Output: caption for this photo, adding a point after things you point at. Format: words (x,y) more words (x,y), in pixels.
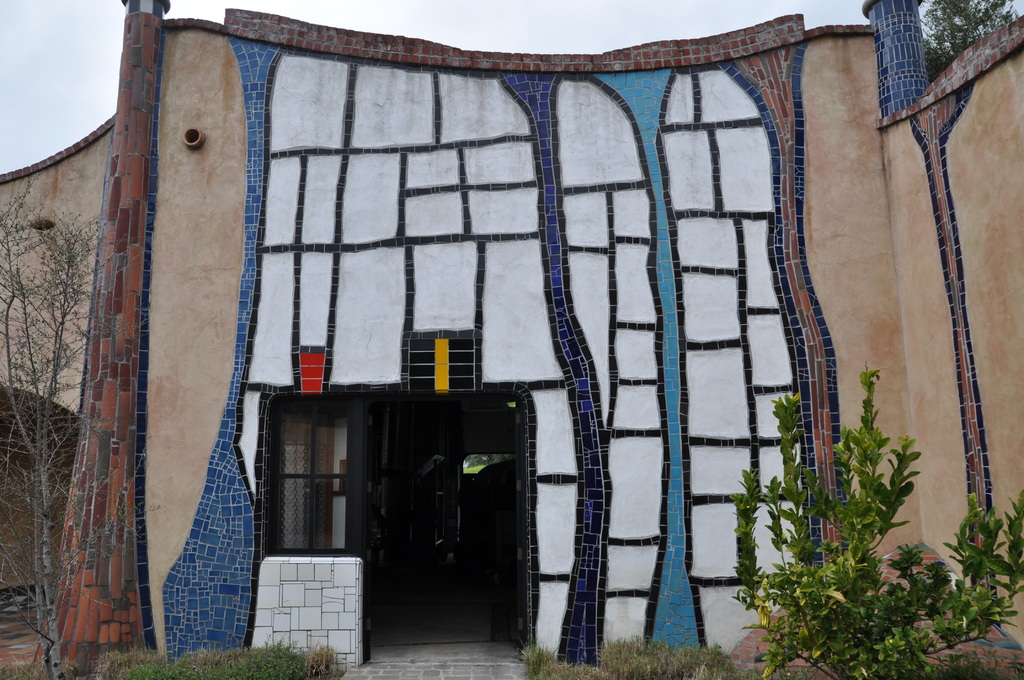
In this image I can see a building (549,314). In front (818,628) I can see trees (809,573) and black color window (315,521). The wall (352,252) is different color. The sky (102,29) is in blue and white color.
